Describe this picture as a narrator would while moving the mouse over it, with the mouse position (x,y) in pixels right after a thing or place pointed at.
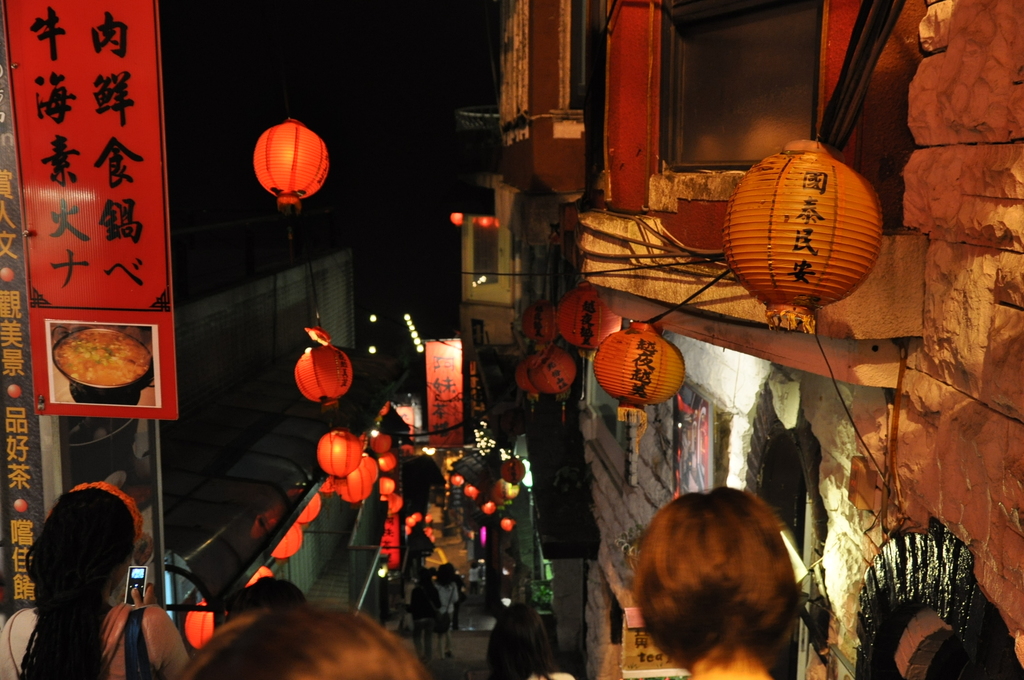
In this image at the bottom (243,632) there are some people (726,617), and also i can see some lights (202,641). On the right side (755,350) and left side (312,554) there are some buildings (605,421), wires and some persons (456,592), boards (438,372). On the boards (95,258) there is text (73,96), and at the top (312,40) there is sky (351,48).
